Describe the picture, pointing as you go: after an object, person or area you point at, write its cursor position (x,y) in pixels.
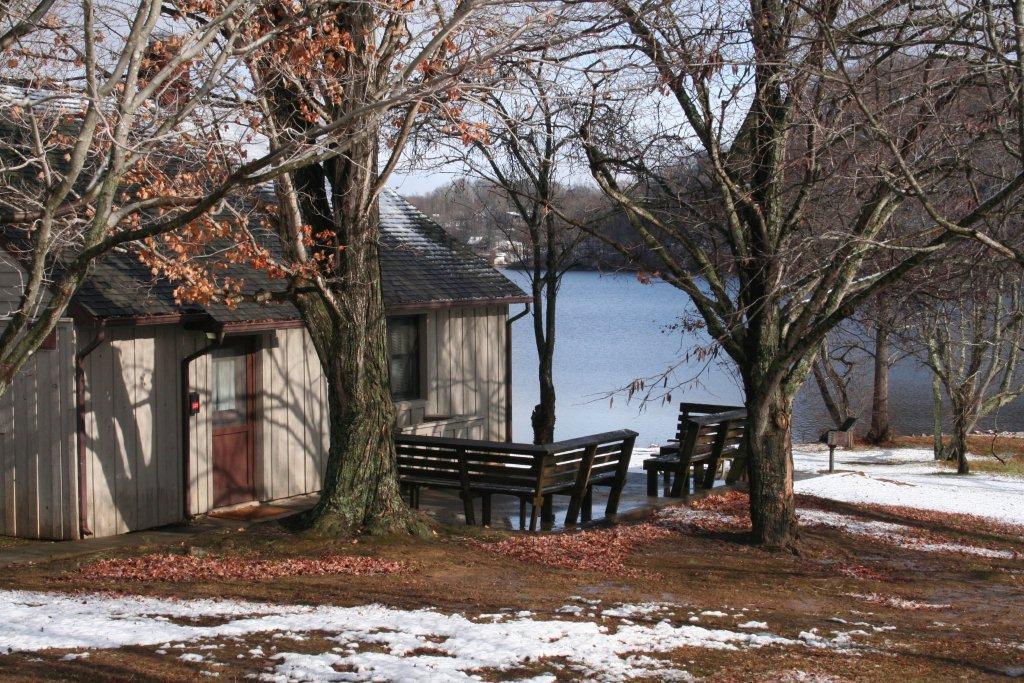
In this image, we can see a shelter house (260,364) beside the lake (580,340). There are some trees (836,293) and benches (484,468) in middle of the image (680,440).
